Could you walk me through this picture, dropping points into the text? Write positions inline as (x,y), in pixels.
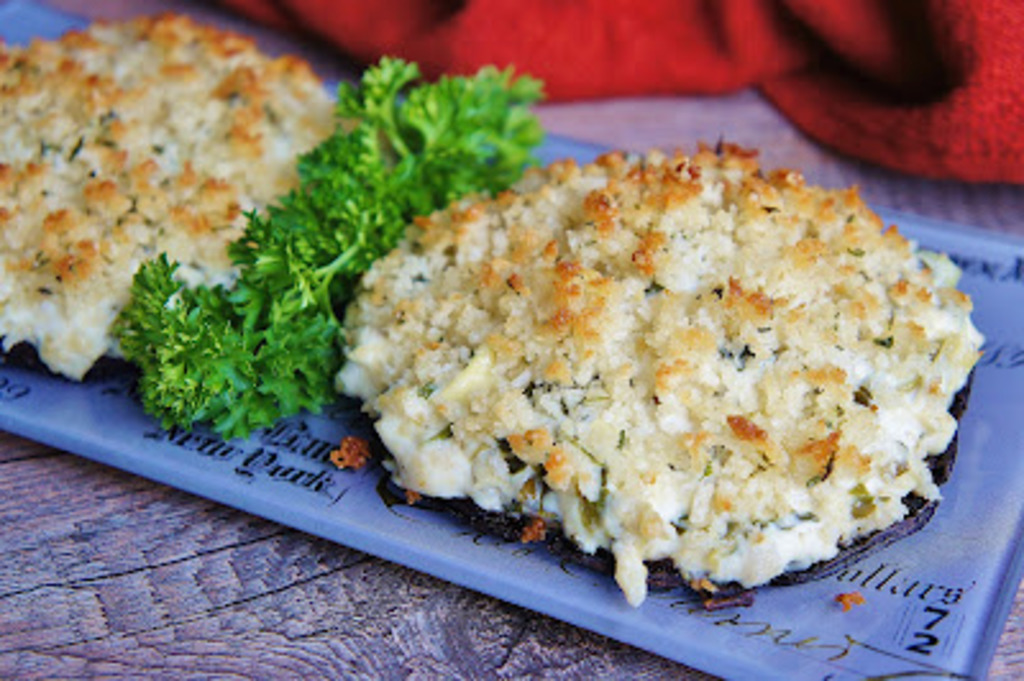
In this picture, we can see some food items (600,557) served in a plate (945,548) kept on the wooden surface (801,142), and we can see some red color object (626,75) on the top side of the picture (766,35).
